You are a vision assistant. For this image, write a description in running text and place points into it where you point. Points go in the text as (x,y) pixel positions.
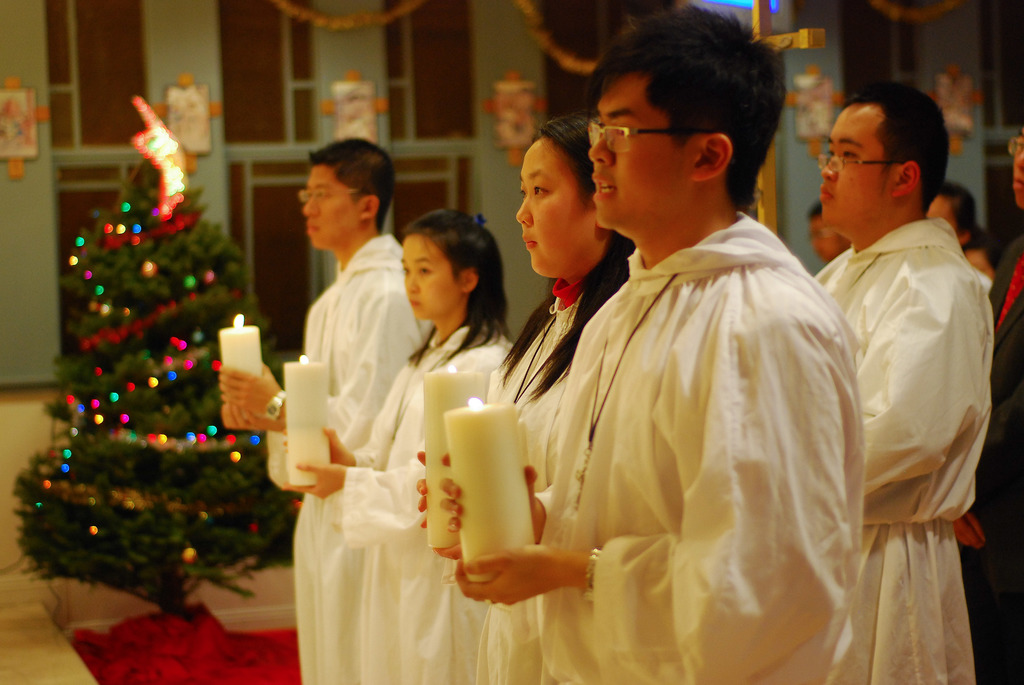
In this image we can see these people (563,658) wearing white dresses (912,297) are holding candles (503,401) in their hands (487,568) and standing on the floor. The background of the image (19,147) is slightly blurred, where we can see the Christmas tree (180,436) and the photo frames (524,88) on the wall (329,81).
